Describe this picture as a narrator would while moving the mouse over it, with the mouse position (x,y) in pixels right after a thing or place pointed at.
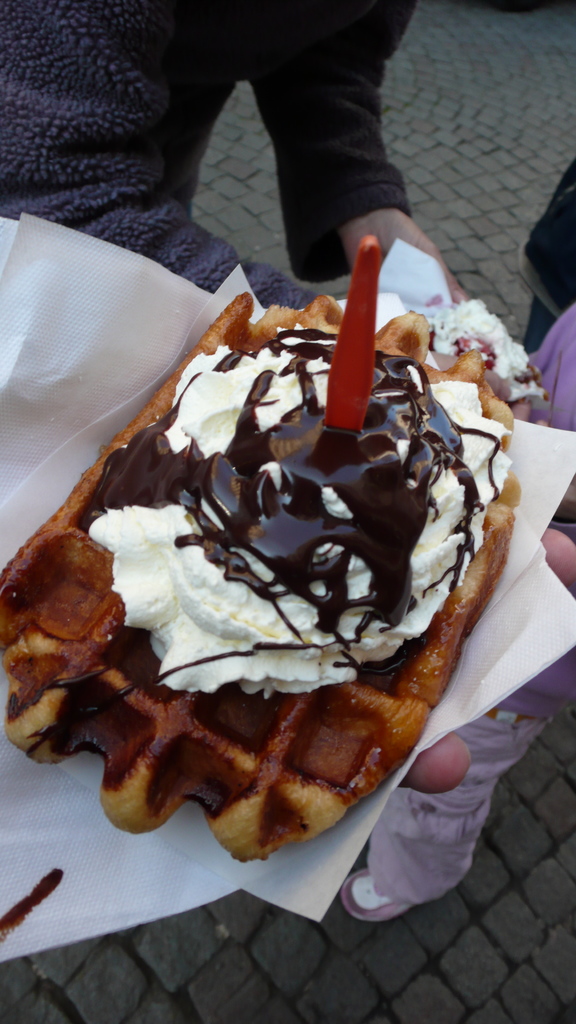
In this image a person's hand (438,764) is visible. He is holding some food (396,615) which is kept on the tissue paper (454,688). Left top there is a person (121,74). Right side (573,362) people (550,241) are standing on the cobblestone path (448,203).
